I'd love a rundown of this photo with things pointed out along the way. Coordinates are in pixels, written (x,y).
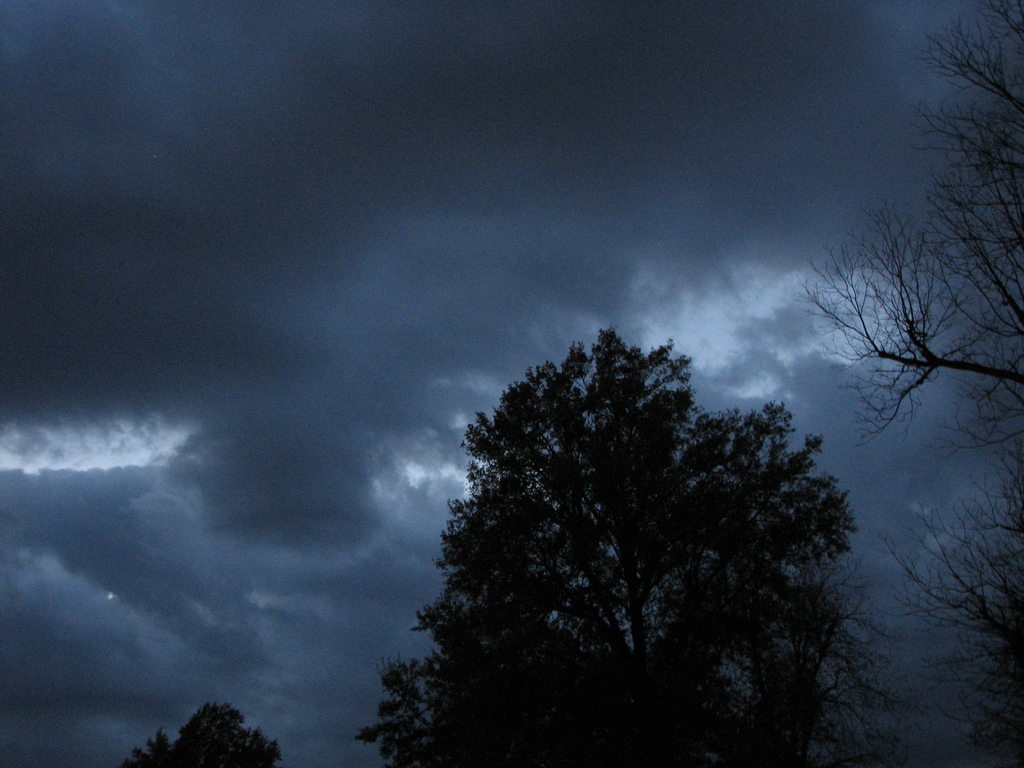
In the center of the image (605,492) we can see the trees (757,527). In the background of the image (432,313) we can see the clouds (312,464) are present in the sky (193,545).
